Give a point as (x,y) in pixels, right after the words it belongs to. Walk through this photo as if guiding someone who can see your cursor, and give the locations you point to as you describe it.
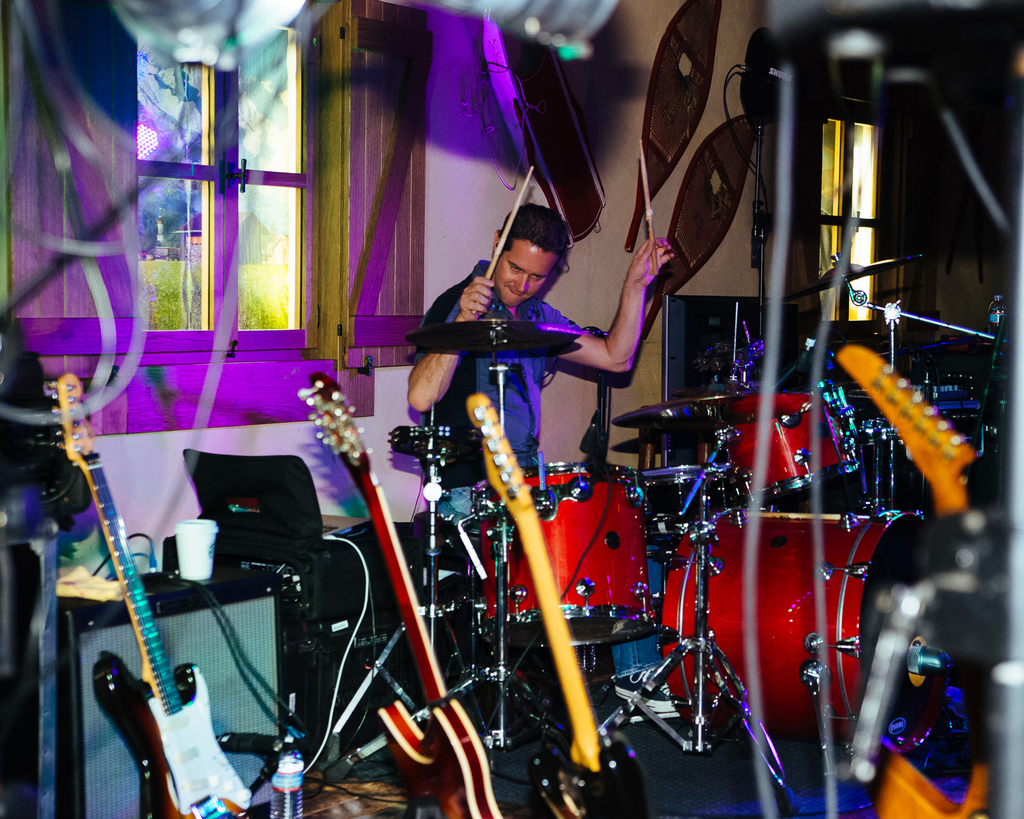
In this image I can see a man (446,503) sitting next to a drum set (623,494). Here I can see few guitars (163,771), a laptop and a speaker (168,613).
